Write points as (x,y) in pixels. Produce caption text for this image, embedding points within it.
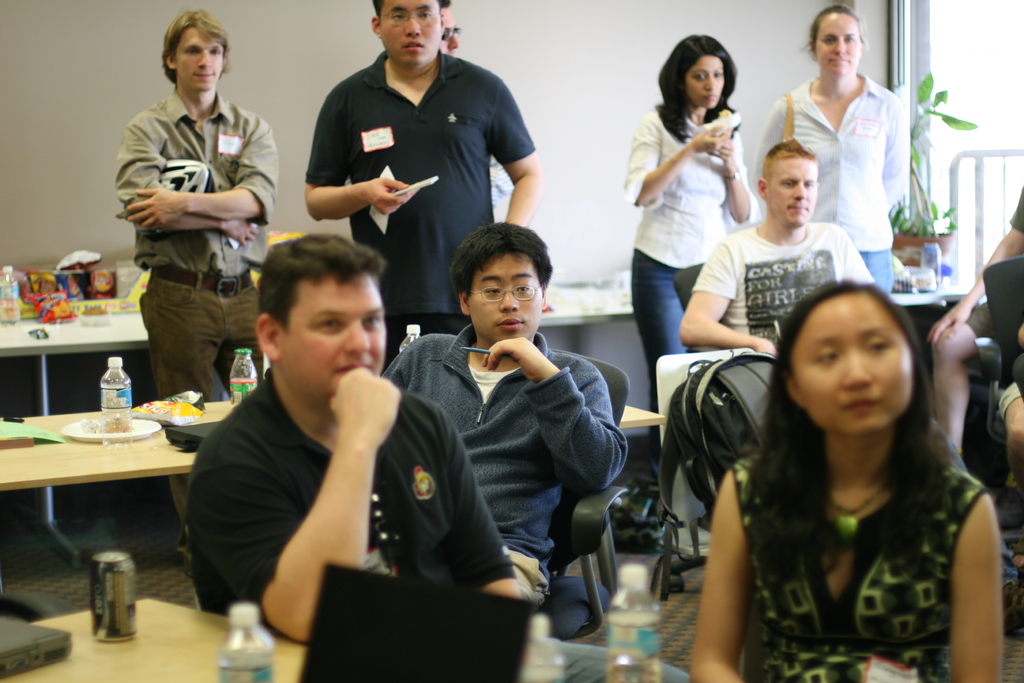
In the picture we can see some people (329,417) are sitting in the chairs (1007,287) near the table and on the tables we can some food items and some water bottles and behind them, we can see some people (887,168) are also
